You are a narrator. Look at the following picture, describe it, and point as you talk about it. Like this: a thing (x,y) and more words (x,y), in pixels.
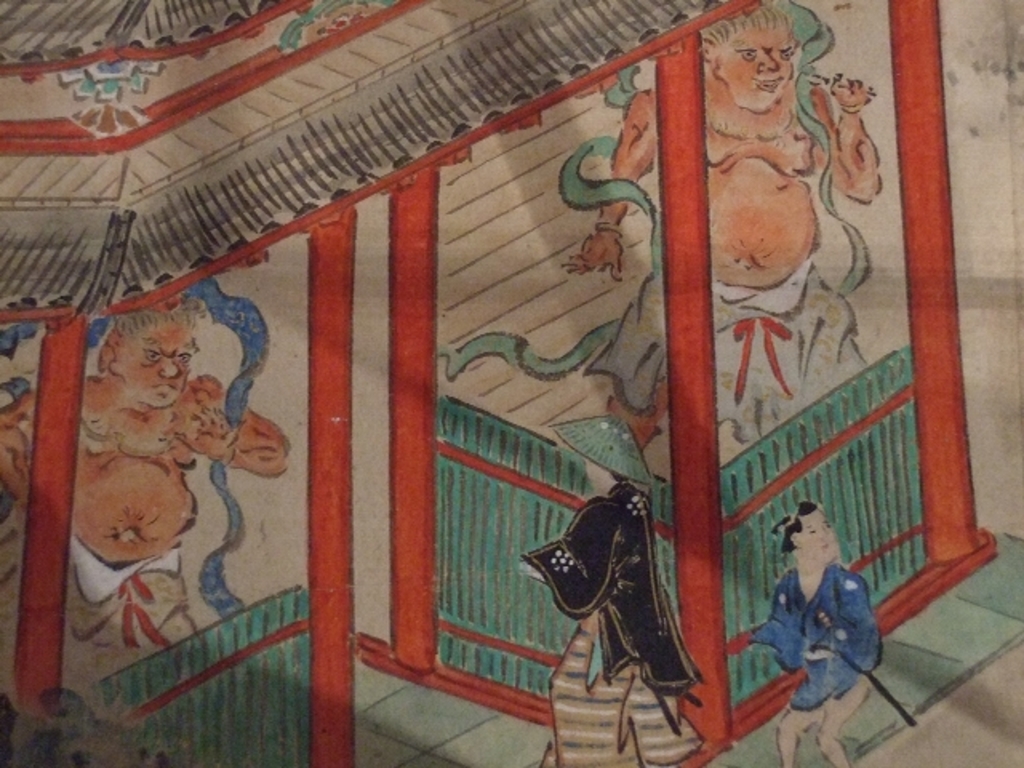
In this image, we can see depiction of persons (683,672) and shelter (462,227).
